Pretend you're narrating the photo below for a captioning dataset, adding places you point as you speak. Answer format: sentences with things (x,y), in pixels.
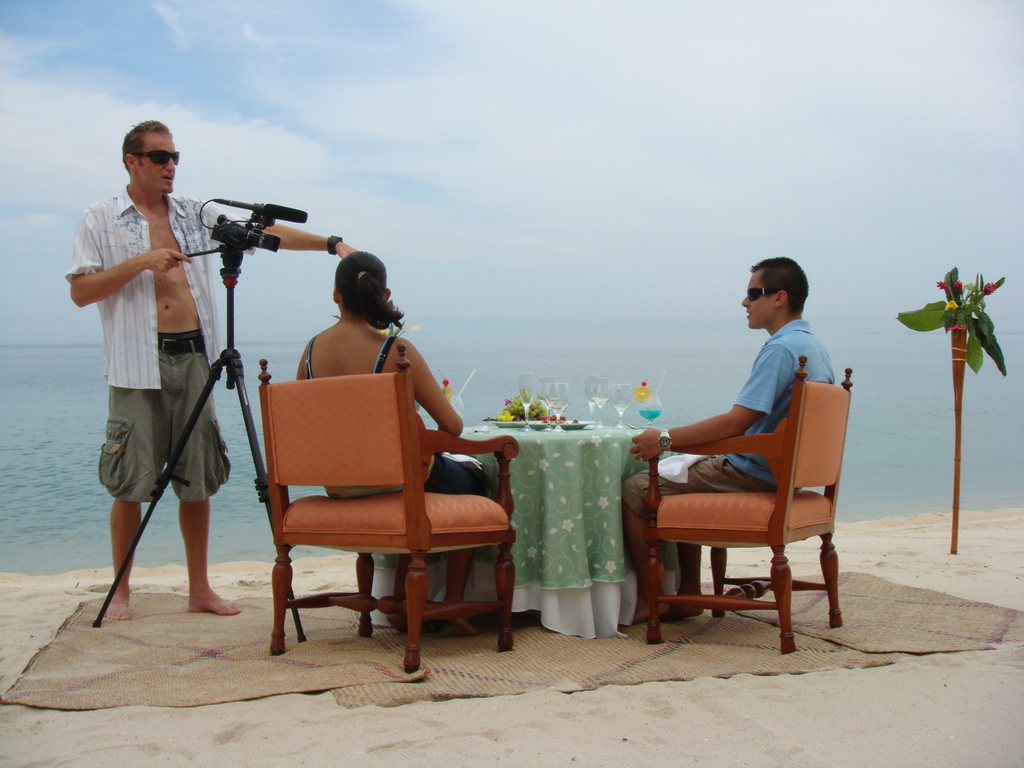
There are three persons (179,354) in the picture. A lady (339,360) is sitting in a chair (431,511). And a man (768,398) with the blue shirt (769,380) is sitting on a chair (740,505). In front of them there is a table (577,447). On the table (553,440) there is a plate (554,423), and some glasses (587,398). And to the left corner (183,371) there is a man (183,371) standing. He is holding a video camera (233,240) in his hand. In the background (36,476) there is a beach (51,420) and blue sky (140,66). In the bottom (766,702) there is a sand (774,736). And to the right corner (973,335) there is a leaf (970,352).
